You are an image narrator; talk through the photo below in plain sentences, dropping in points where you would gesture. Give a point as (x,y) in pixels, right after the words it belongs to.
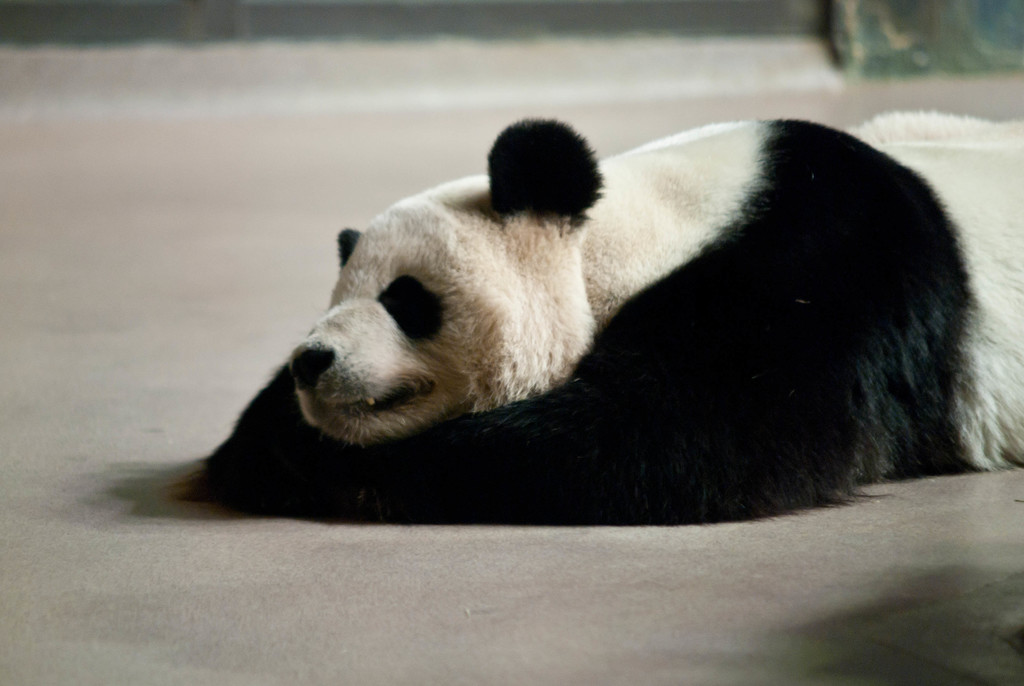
In this image there is an animal (533,348) lying on the land (111,535).
